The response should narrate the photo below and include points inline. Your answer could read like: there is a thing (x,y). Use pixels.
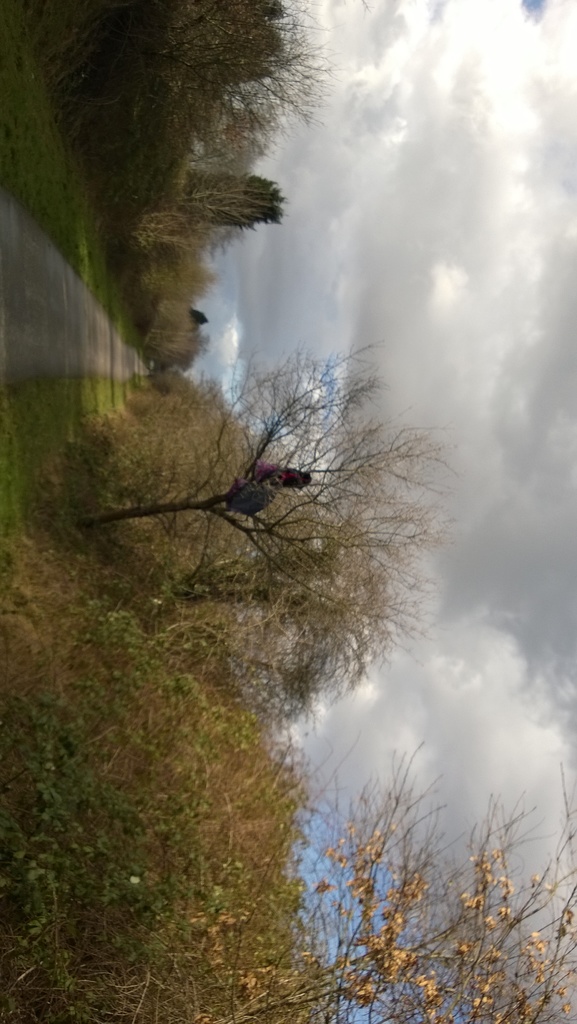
In this picture I can see trees (236,74) and sky (202,311). I can also see a road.
